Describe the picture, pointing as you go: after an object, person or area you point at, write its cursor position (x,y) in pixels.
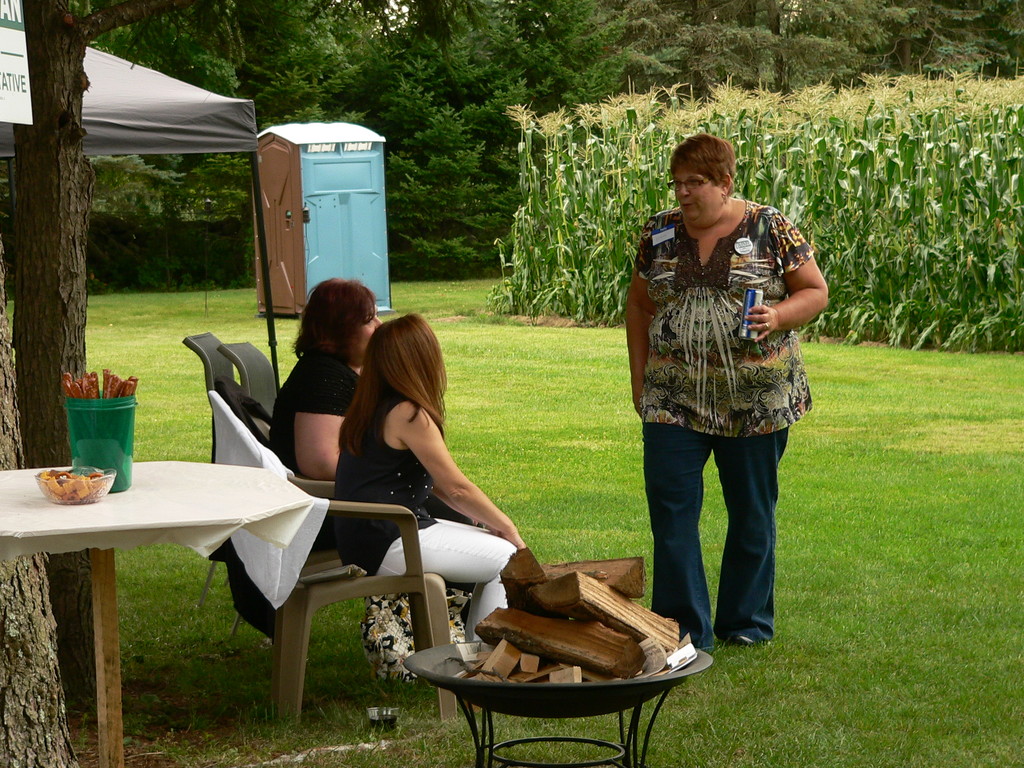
There are two women (362,481) sitting on the chair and a woman (737,374) is standing by holding red bull (752,332) in her hand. There are food items (77,498) on the table (98,593) which is on the left (143,520) and small wood pieces (559,645) in a stand (573,707) in the middle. In the background (250,108) there are trees (392,187), tent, a portable toilet (355,186) and maize field (526,178).
